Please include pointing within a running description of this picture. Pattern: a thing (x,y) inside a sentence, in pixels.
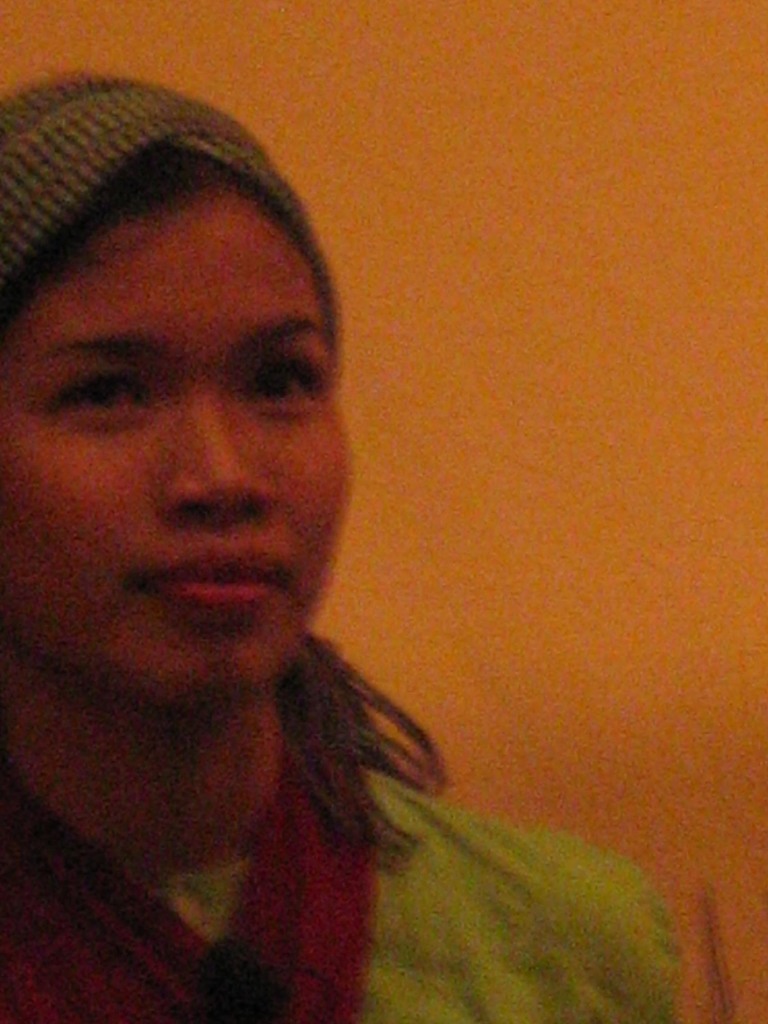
In this picture I can see there is a woman (461,928) and she is wearing a dress (490,921) and staring. There is a orange wall (570,638) in the backdrop (520,373) and the picture is blurred.
